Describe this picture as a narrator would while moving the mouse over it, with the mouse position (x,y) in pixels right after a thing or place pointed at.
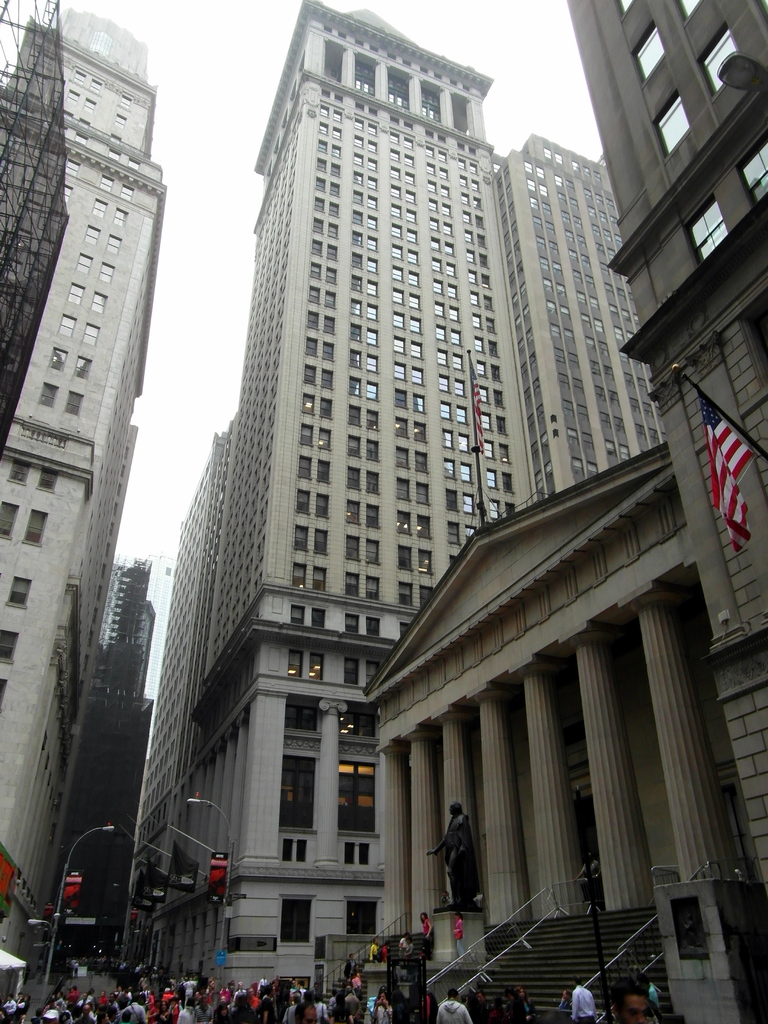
In the picture we can see a tower building (186,920) with many floors (501,336), windows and glasses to it and beside it, we can see a house (668,784) with pillars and on the top of it, we can see a flag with pole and near the house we can see a sculpture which is black in color and beside it, we can see the steps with railings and near it, we can see people (440,1020) are standing and to the opposite side we can see another tower building (82,303) with windows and glasses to it and in the background (172,459) we can see a sky (155,459).
